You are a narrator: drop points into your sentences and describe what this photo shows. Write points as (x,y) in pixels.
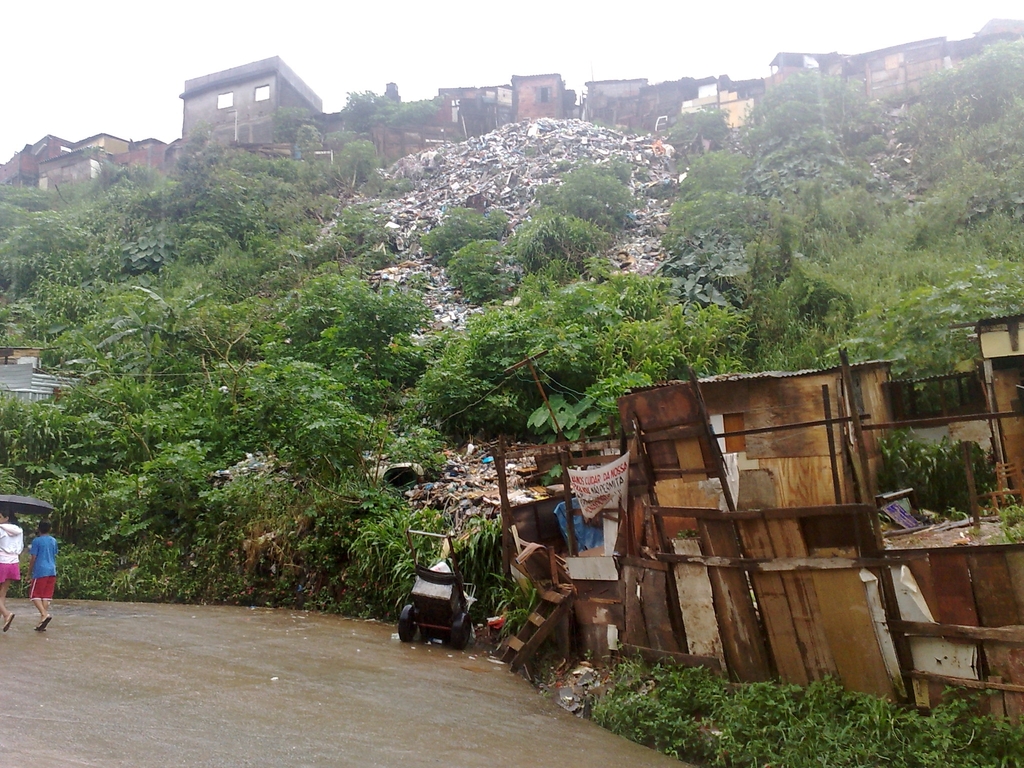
In this image I can see the road (163,664). On the road (58,655) there are two people (52,582) with black color umbrella (6,500) and these people (38,588) are wearing the different color dresses (44,552). To the side I can see wooden objects (720,596) and I can also see the cart (429,610) on the road (356,625). In the back (327,422) there are many trees (256,289), houses (289,104) and the sky (352,82).
